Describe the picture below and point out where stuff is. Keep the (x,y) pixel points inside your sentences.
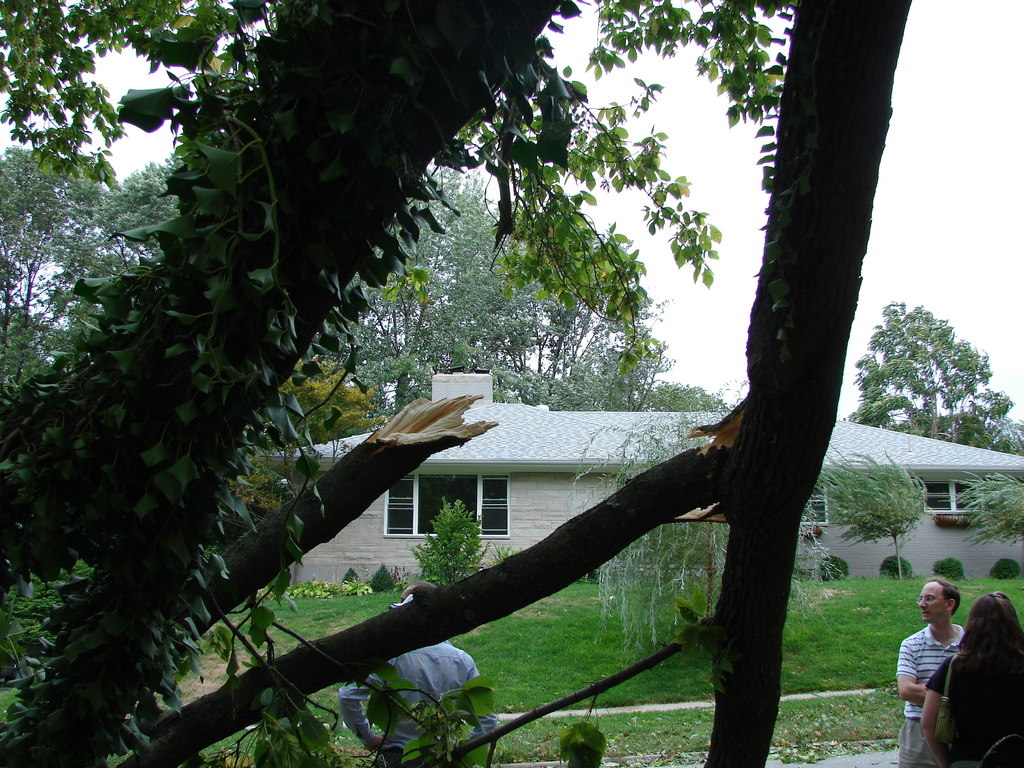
In this image we can see the tree trunk (324,302) and branches (681,464). And we can see the house (475,451) and the windows (478,512). And we can see a few people (933,592) standing. And we can see the grass (812,659), trees (913,351). And we can see the sky (667,97).
